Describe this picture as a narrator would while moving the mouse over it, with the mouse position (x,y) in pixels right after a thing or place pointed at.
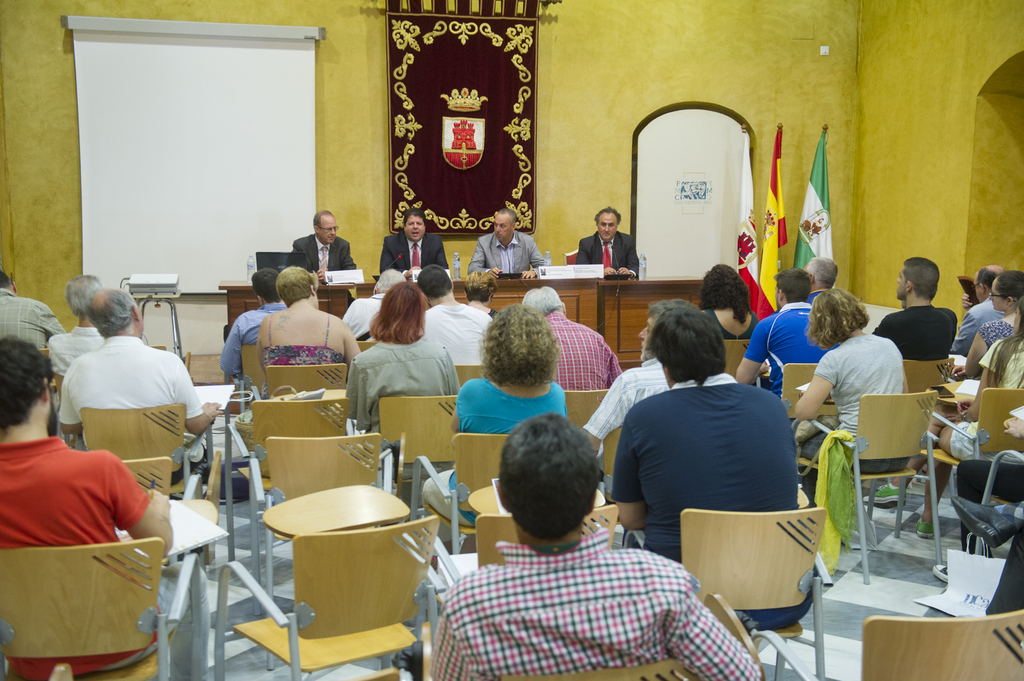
In this picture we can see a group of people (675,309) sitting on chair (345,448) and listening to this four persons (609,261) where in front of them there is a table (584,281) and on table (569,281) we can see bottle (454,262), name boards (596,273) and in the background (601,160) we can see wall (354,61) with screen (249,136), flags (816,172), some banner (534,141).
